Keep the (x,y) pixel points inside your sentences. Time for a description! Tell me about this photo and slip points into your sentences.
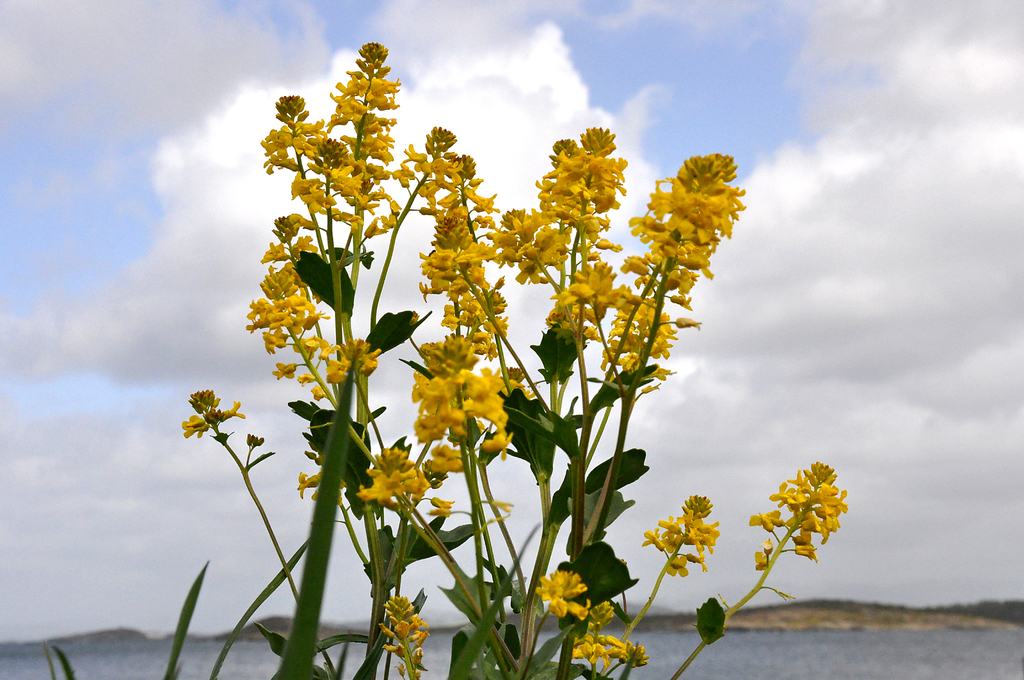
In this image in the front (406,318) there are flowers (438,369) and there are leaves (595,584). In the background (807,651) there is water (788,655) and the sky (750,252) is cloudy.
